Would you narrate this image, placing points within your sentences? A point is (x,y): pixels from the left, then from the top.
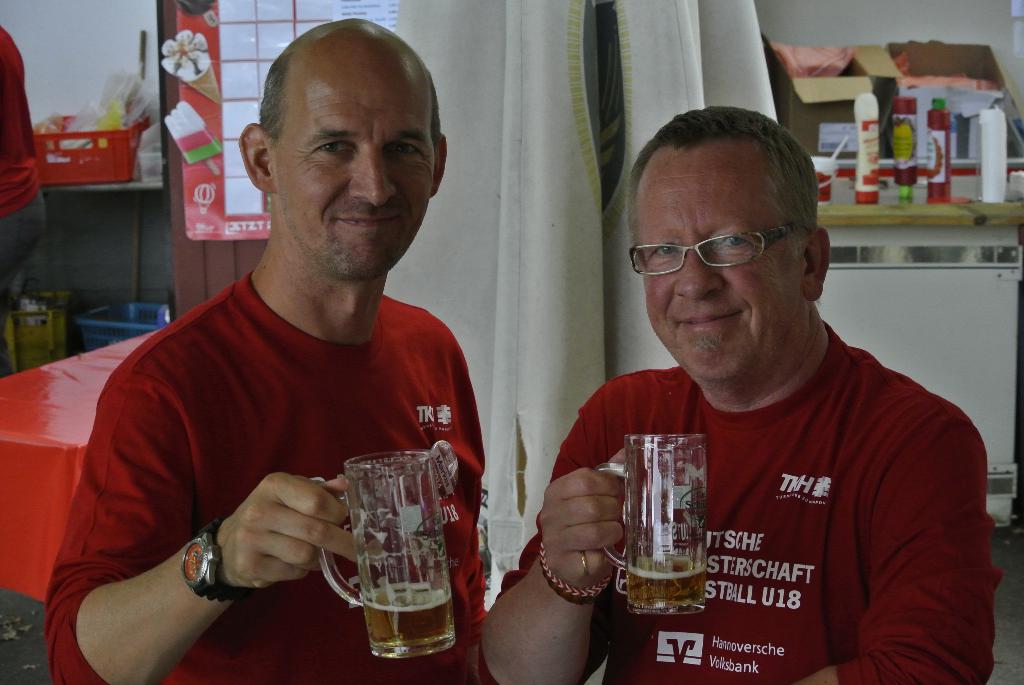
In this image there are two men (804,505) holding beer glasses (654,516). Behind them there are bottles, carton (817,92), posters (196,69), table (62,373). In the left (24,270) a person (30,171) is standing. All of them are wearing red t-shirt (806,618). These two persons (339,494) are smiling.
